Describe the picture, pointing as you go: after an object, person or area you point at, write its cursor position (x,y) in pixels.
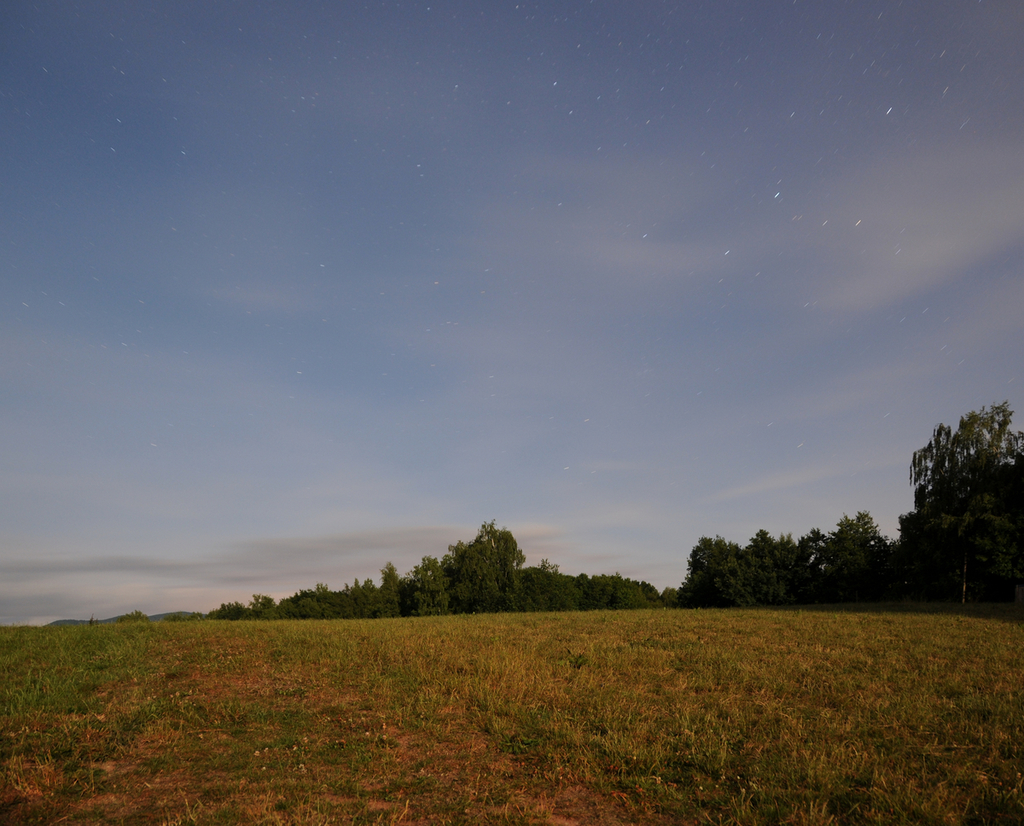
In this image I can see grass (456,802) and trees (912,595) in green color. Background (555,499) the sky (507,224) is in blue and white color.
